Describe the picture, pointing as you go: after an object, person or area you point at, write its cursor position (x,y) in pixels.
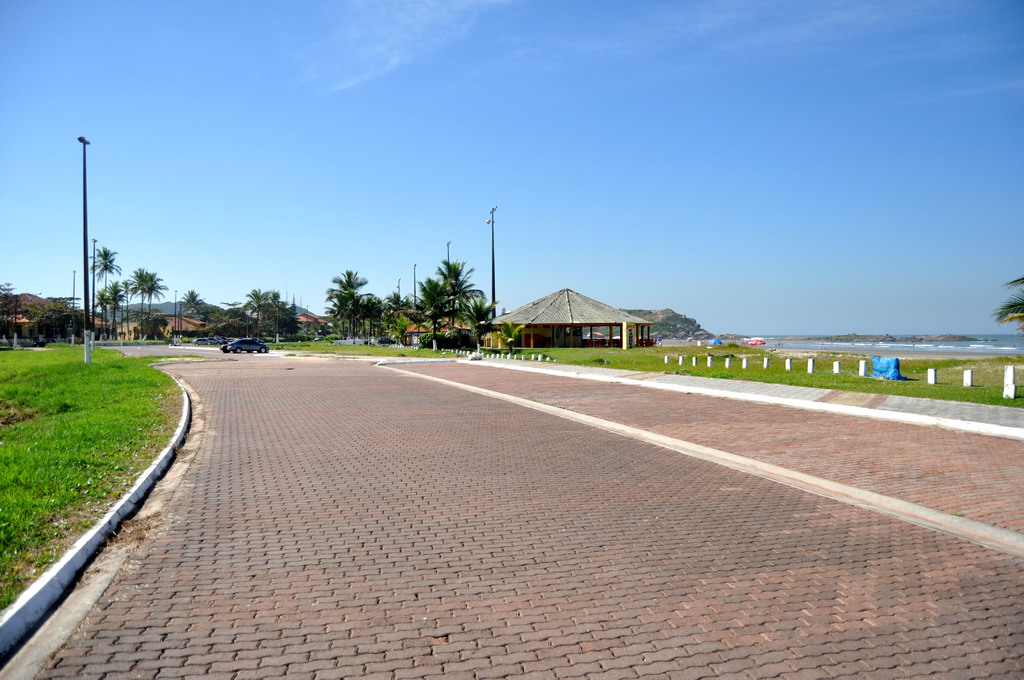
In this picture we can observe a path (509,523) here. There is a car (248,346) parked here. In the left side (101,411) there is some grass (55,425) on the ground (39,453). We can observe some poles (89,317) in this picture. There is a hut (547,317). In the right side (995,345) there is an ocean (955,346). In the background (227,334) there are trees (234,317) and houses (23,332). We can observe a sky (398,142).
